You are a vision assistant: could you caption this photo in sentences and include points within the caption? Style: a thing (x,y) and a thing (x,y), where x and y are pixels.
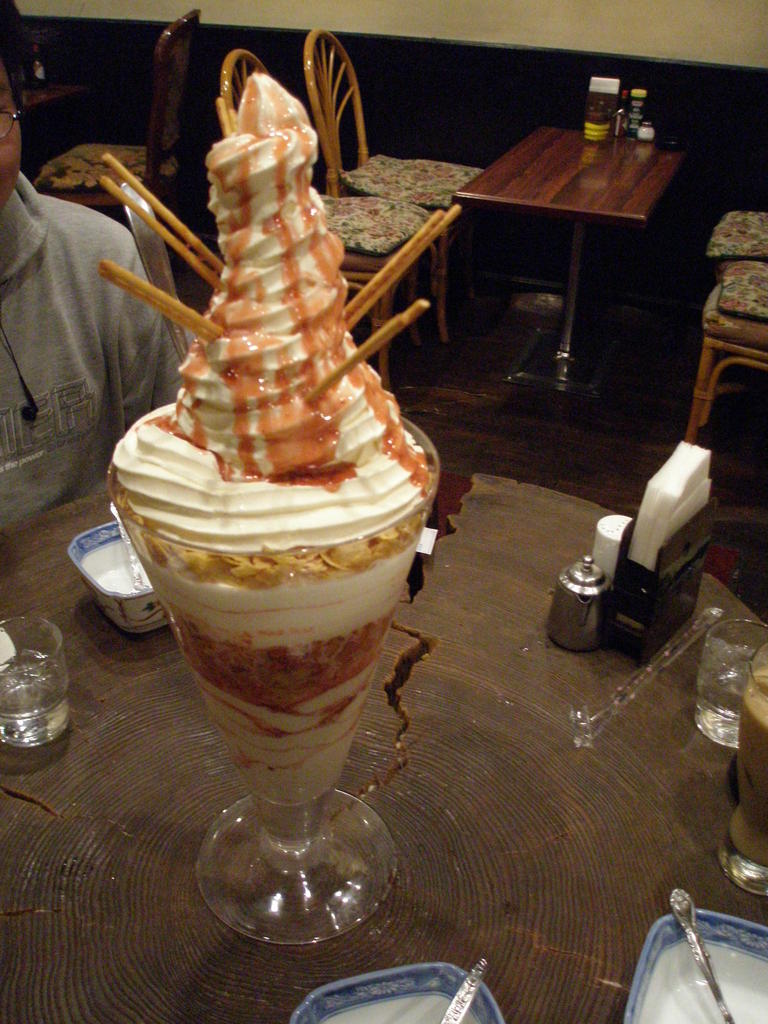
In this image I see a glass (339,671) full of ice cream (383,602) and few other glasses (757,647) and the cups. I can also see a person (136,364) over here and In the background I see the tables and the chairs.
